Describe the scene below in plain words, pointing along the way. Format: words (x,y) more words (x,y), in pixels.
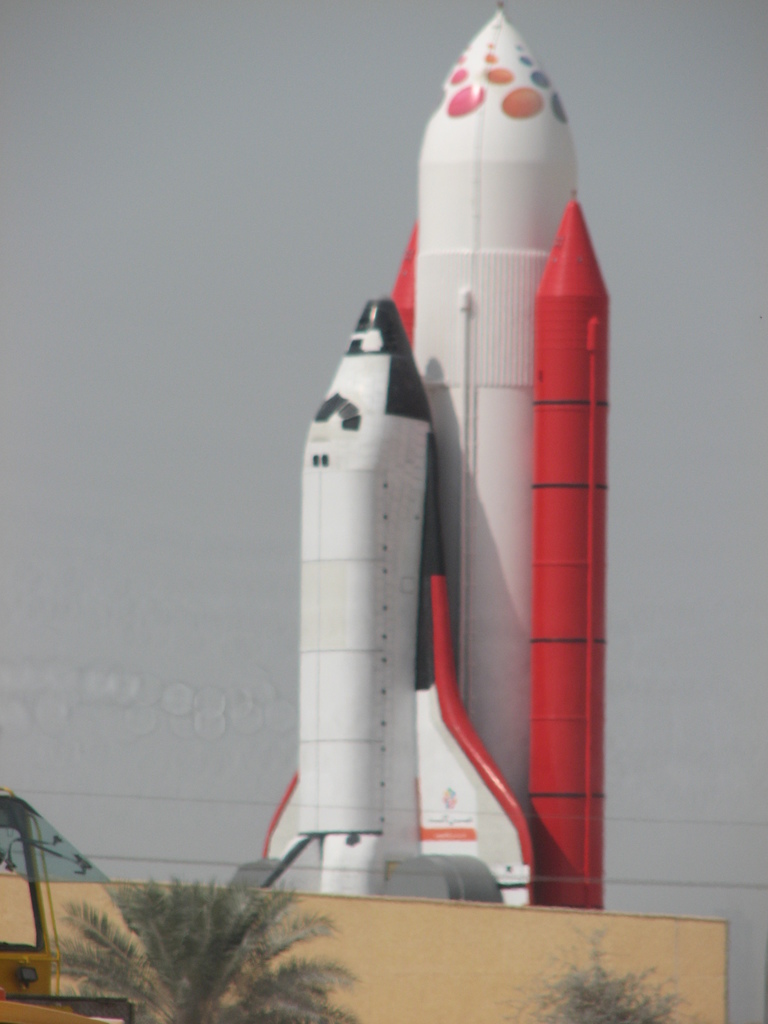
In this image in the center (474,536) there is a space shuttle model (499,638), and at the bottom (358,931) there is a wall (68,923) trees (81,962) and one vehicle (29,948) and in the background (643,585) there is sky (643,585).
